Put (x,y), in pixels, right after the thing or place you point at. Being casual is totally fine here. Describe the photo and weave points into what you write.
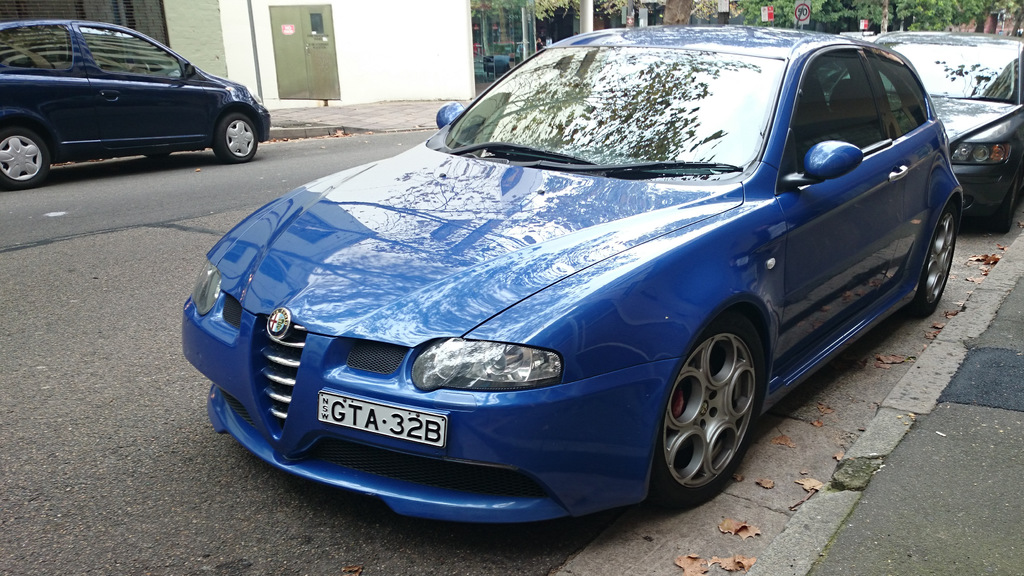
This image is taken outdoors. At the bottom of the image (338,496) there is a road (129,235). In the middle of the image (386,350) three cars (530,76) are parked on the road (134,264). In the background (942,14) there are a few trees (834,16) and signboards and there is a house (202,19) with walls (184,44) and a door (315,80).
